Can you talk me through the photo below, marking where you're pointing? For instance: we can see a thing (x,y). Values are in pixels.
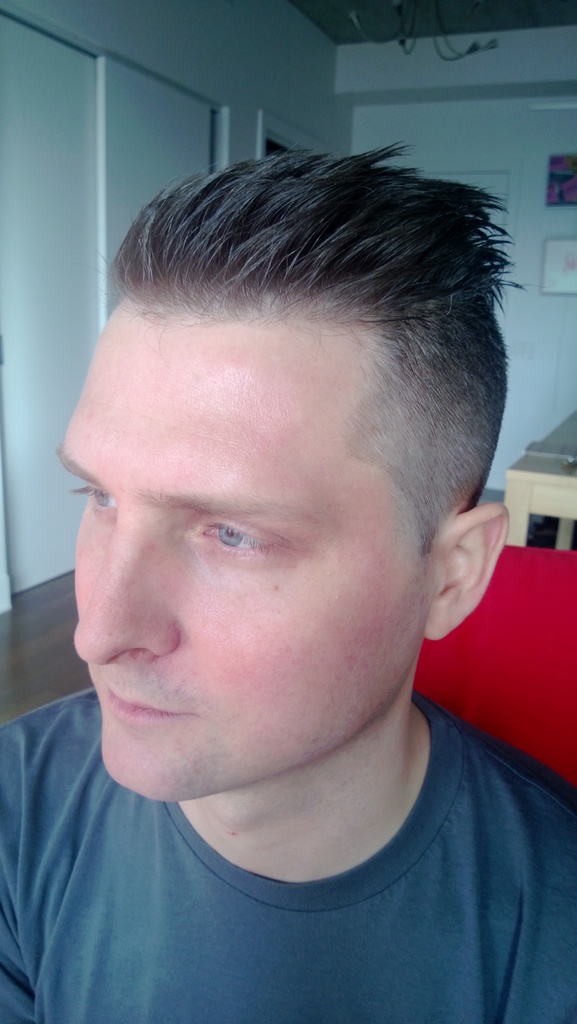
There is a man (238,636) wearing t shirt (310,914). In the back (538,480) there is a table (540,478), wall (366,86). On the wall (343,133) something is there.
